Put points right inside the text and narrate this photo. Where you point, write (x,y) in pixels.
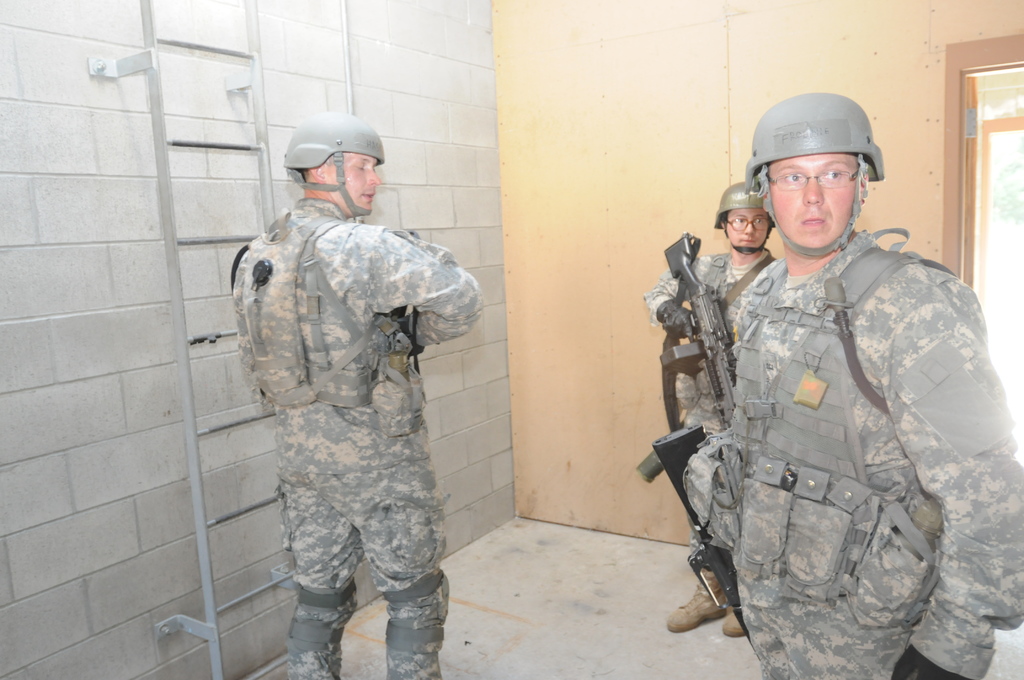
In this image we can see group of men (866,509) standing and holding a guns (709,536). On the left side of the image (182,626) we can see a ladder (262,159). In the background (205,254) we can see door (956,129) and wall (512,111).
